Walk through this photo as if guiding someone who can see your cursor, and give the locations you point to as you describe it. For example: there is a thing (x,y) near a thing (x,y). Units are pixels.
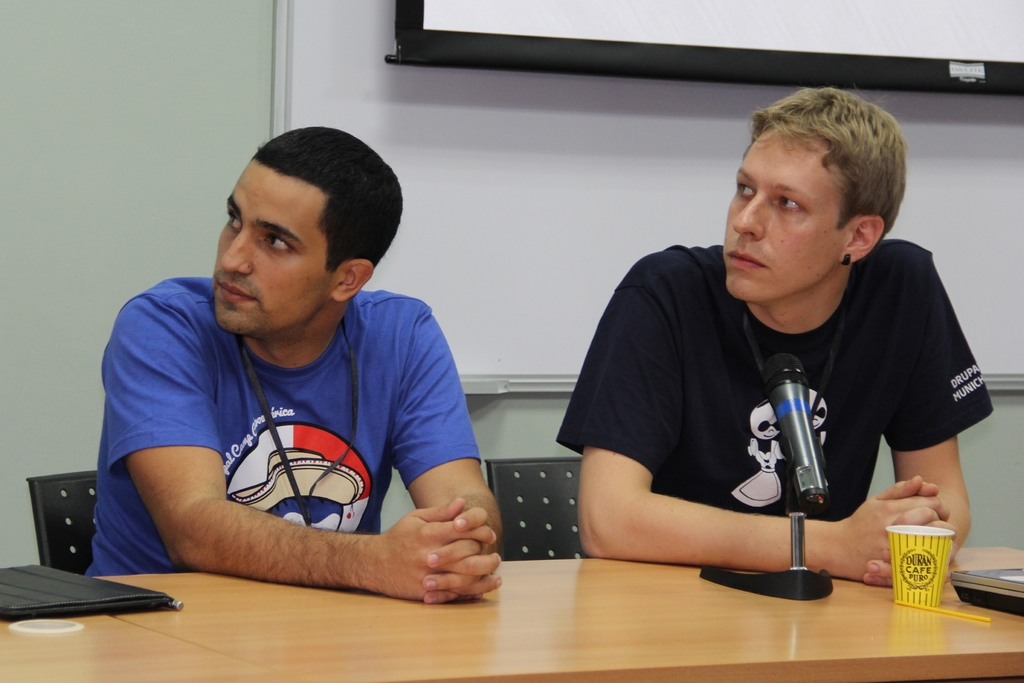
Here we can see a two man (133,558) who are sitting on a chair (505,539) and they are looking at someone. This is a wooden table (226,656) where a file (119,588), a microphone (793,545) and a glass (925,598) are kept on it. In the background (949,39) we can see a screen (840,45).
